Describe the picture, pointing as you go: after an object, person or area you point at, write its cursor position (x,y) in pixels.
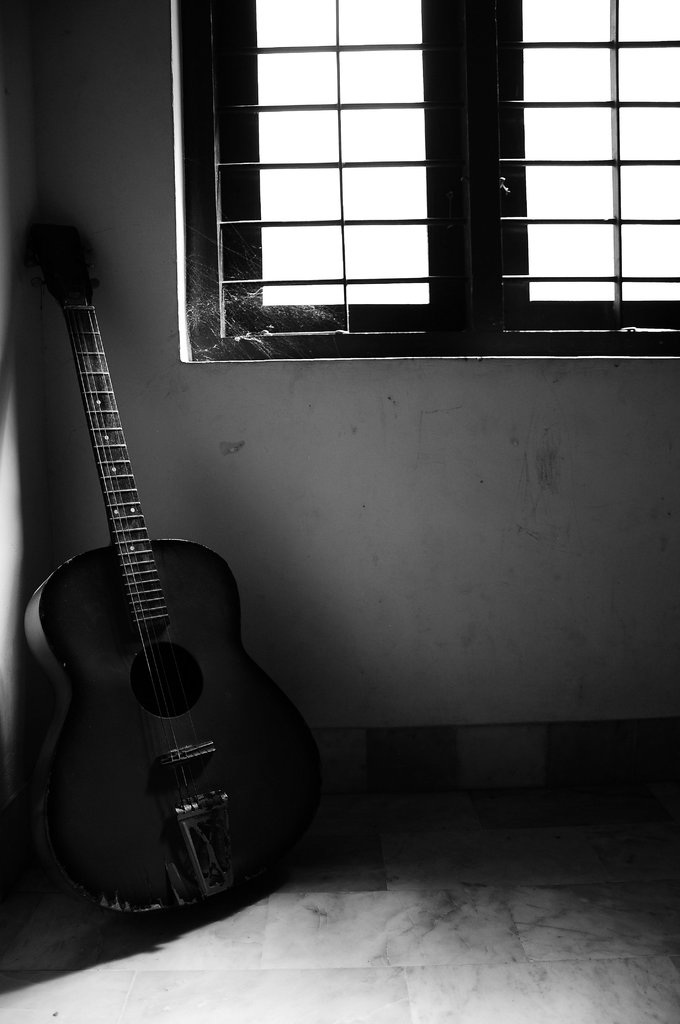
On the background (426,111) we can see a wall (589,565) and windows (409,295). Here we can see a guitar (153,798) which is placed on the floor (426,978).
